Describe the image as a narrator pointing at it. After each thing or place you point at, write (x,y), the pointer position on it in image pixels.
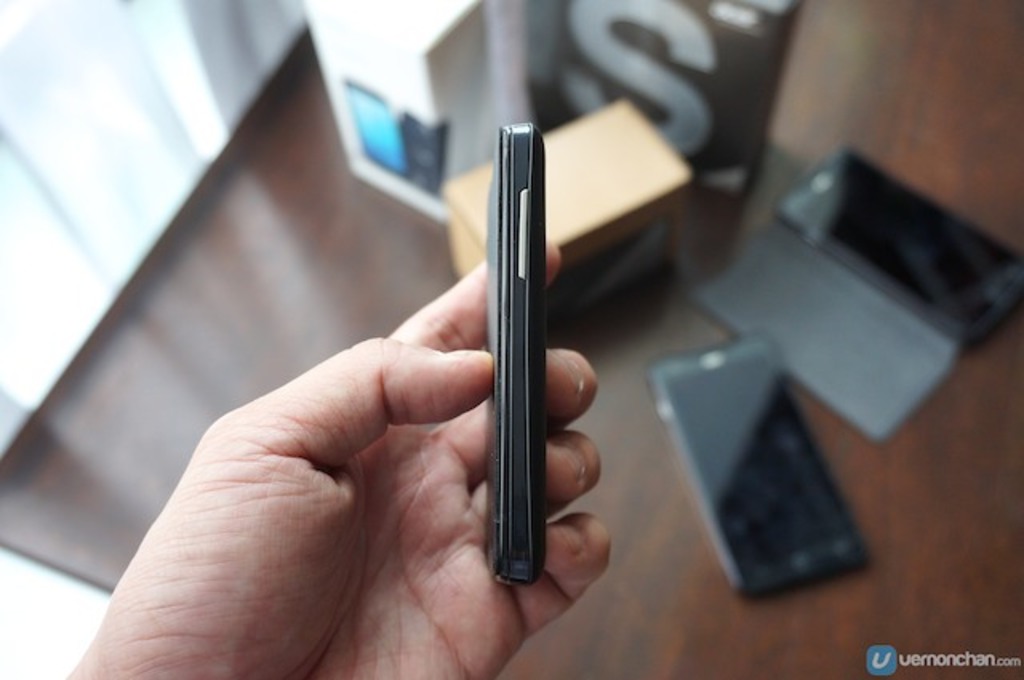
In this image we can see the hand (453,399) of a person (483,397) holding a cellphone (520,471). On the backside (376,308) we can see some cell phones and boxes (575,286) which are placed on the table (663,510).
